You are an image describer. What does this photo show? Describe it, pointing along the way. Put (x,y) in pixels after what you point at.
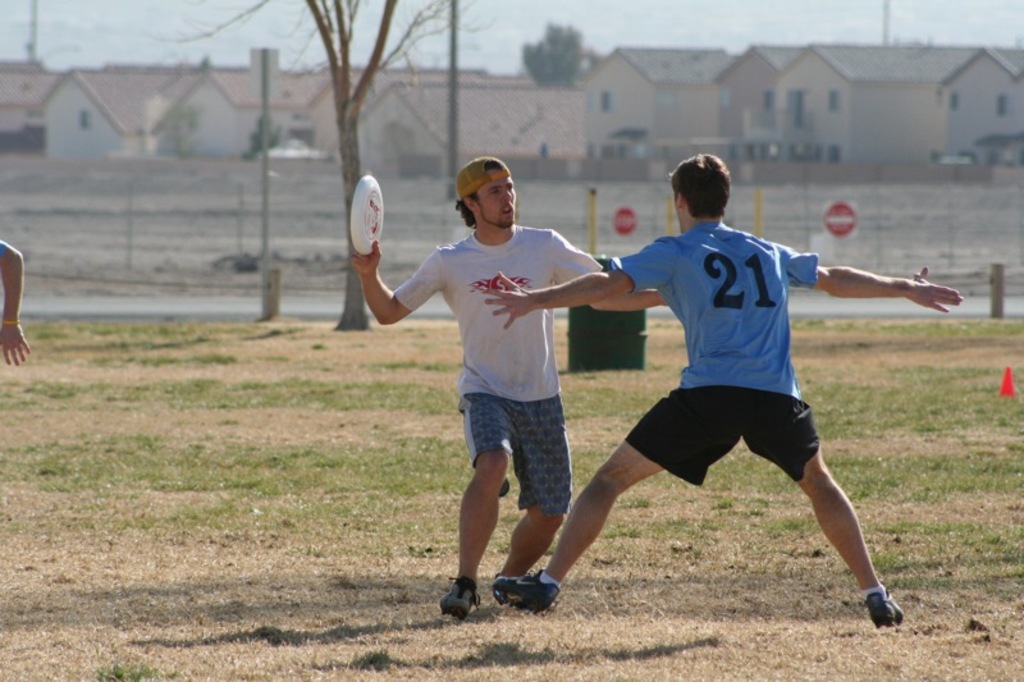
In this image in the center (522,319) there are persons (506,279) playing. There is grass (294,438) on the ground (281,429). In the background (390,170) there is a fence (201,178) and there are buildings (624,144) and there are trees (562,43). On the left side (15,278) the hand (12,281) of the person (12,284) is visible.
